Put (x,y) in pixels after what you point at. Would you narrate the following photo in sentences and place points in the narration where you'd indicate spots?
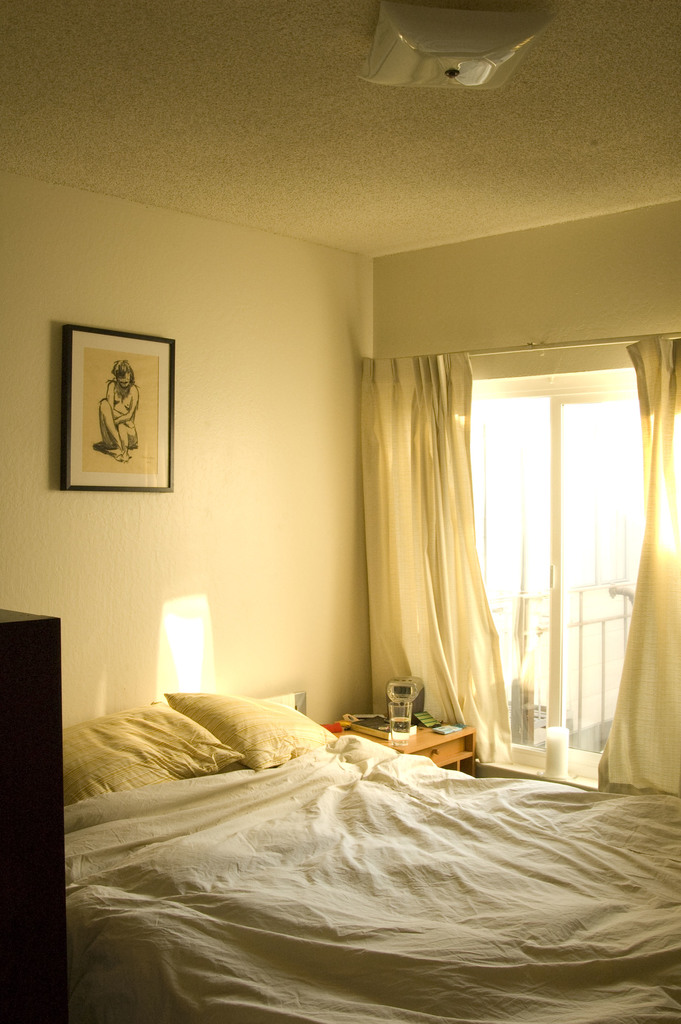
In the image we can see a bed (438,893), on the bed (452,893) there are two pillows (224,728), this is a frame (108,417), curtains (402,538), window (622,614), table (452,746) and objects (411,712) on the table (424,739), and this is a bed sheet (217,843) white in color.
